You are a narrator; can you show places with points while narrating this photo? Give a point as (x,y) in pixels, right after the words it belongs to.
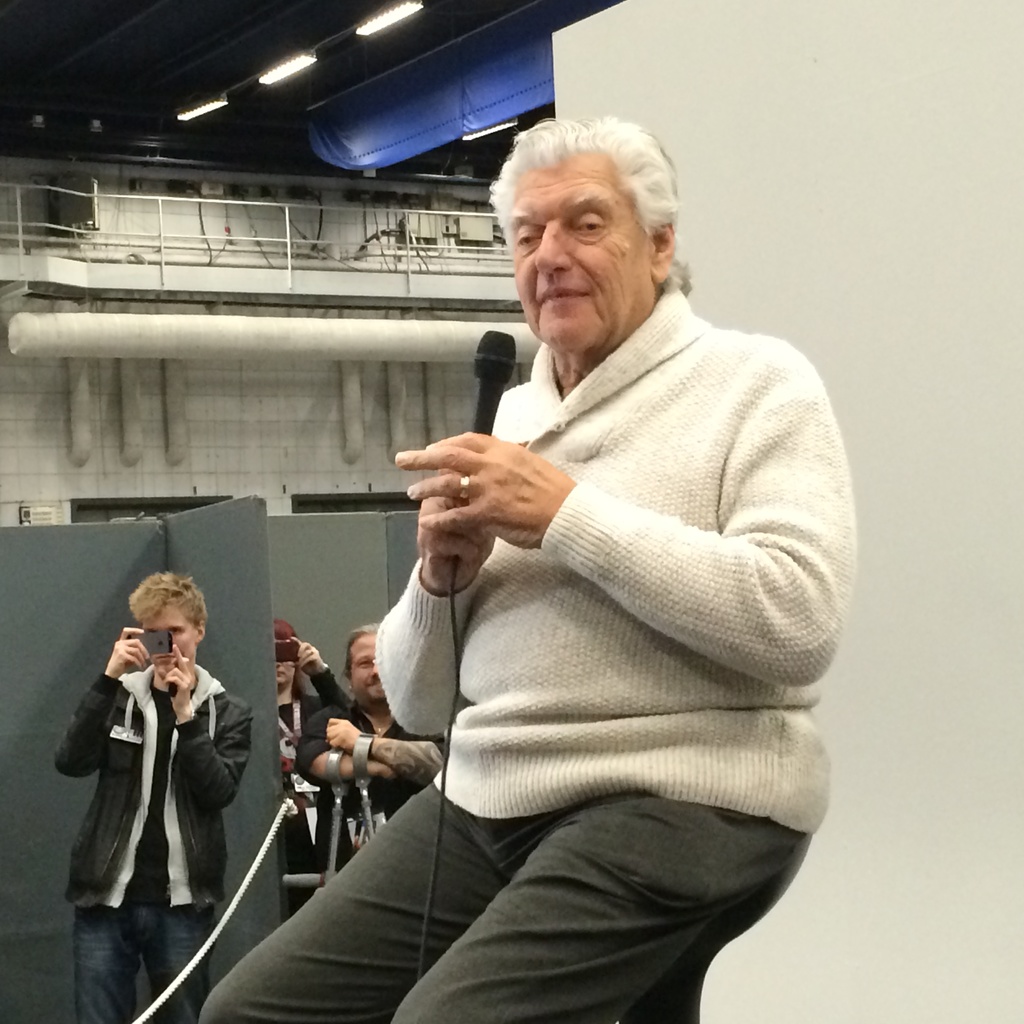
In the center of the picture (668,378) a man (558,198) is seated holding a microphone (504,371). On the left (117,1004) a person (195,732) is standing holding a mobile (157,638). In the center (357,667) two people (283,733) are standing. In the background (284,409) there is a wall (283,222). On the ceiling (282,87) there are lights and some cloth (470,105). To the right (872,358) there is a wall (952,376) painted white.
